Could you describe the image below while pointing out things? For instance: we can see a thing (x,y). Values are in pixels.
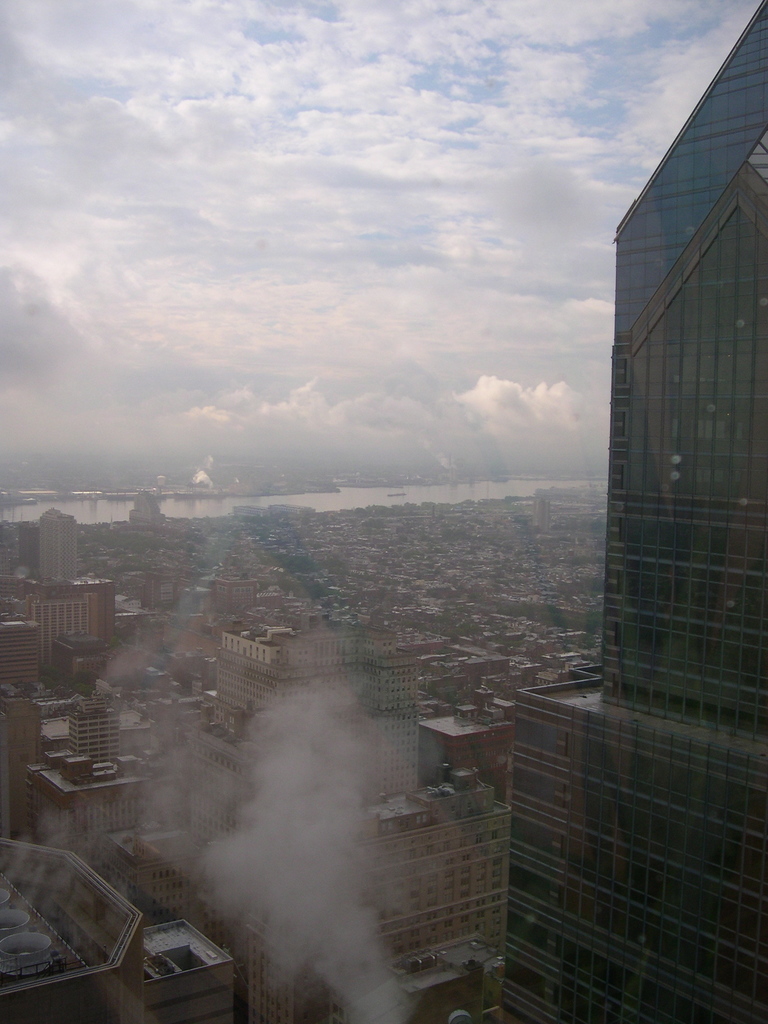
In this image we can see smoke (242,892) in the middle (298,679) and there are buildings (494,912), glass doors (533,924) and objects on the building (154,993). In the background (204,610) there are buildings (201,752), trees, water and clouds (360,228) in the sky (442,232).
